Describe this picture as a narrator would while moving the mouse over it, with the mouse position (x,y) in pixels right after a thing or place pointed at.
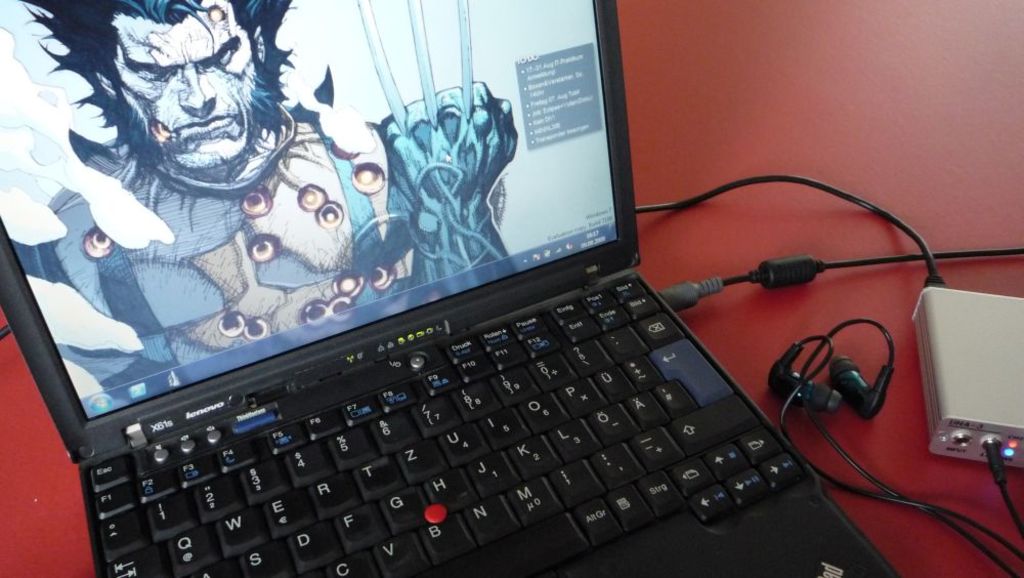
In this image, we can see a laptop (231,277) with some image (432,152) and text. We can see some wires (893,357) and headphones (842,366). We can also see an object (957,325) on the right (954,342). We can see the red colored surface (869,214).
